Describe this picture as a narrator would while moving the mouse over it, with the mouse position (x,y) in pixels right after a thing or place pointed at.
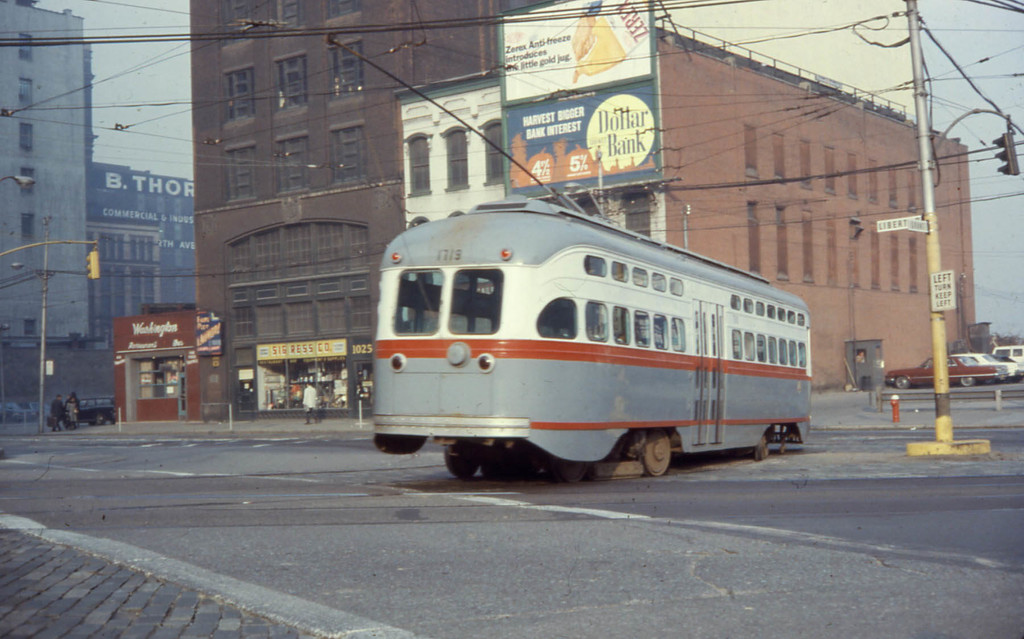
This is the picture of a city (791,238). In this image there are buildings (786,158) and there are boards (219,311) on the buildings (208,311) and there is text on the boards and there are poles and there are wires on the poles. In the foreground (769,325) there are vehicles (588,426) on the road (781,569) and there is a hoarding (588,115) and there is text (570,119) on the hoarding (570,119). On the left side of the image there are three people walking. At the top (166,66) there is sky (926,1). At the bottom (292,480) there is a road (231,545). On the right side of the image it looks like a fire hydrant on the footpath (917,412).
